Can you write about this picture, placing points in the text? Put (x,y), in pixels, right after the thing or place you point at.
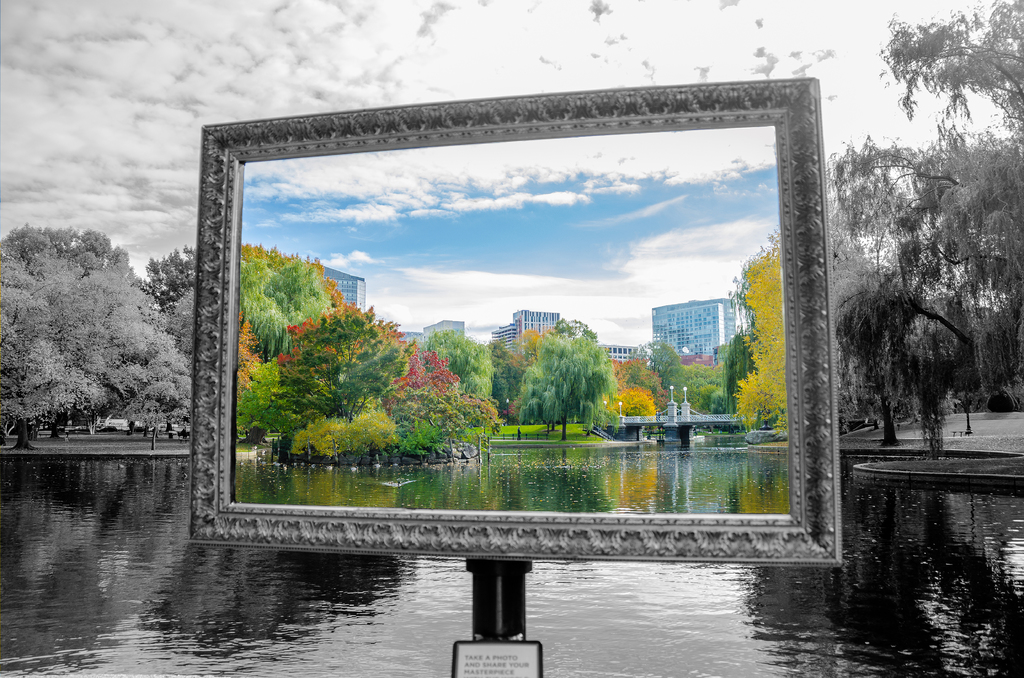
In this picture I can see buildings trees (538,367) and water (619,501) and I can see blue cloudy sky (499,240) in the photo frame (316,507) and I can see trees (183,367) water (19,546) and a cloudy sky (93,126) in the background (57,114).
